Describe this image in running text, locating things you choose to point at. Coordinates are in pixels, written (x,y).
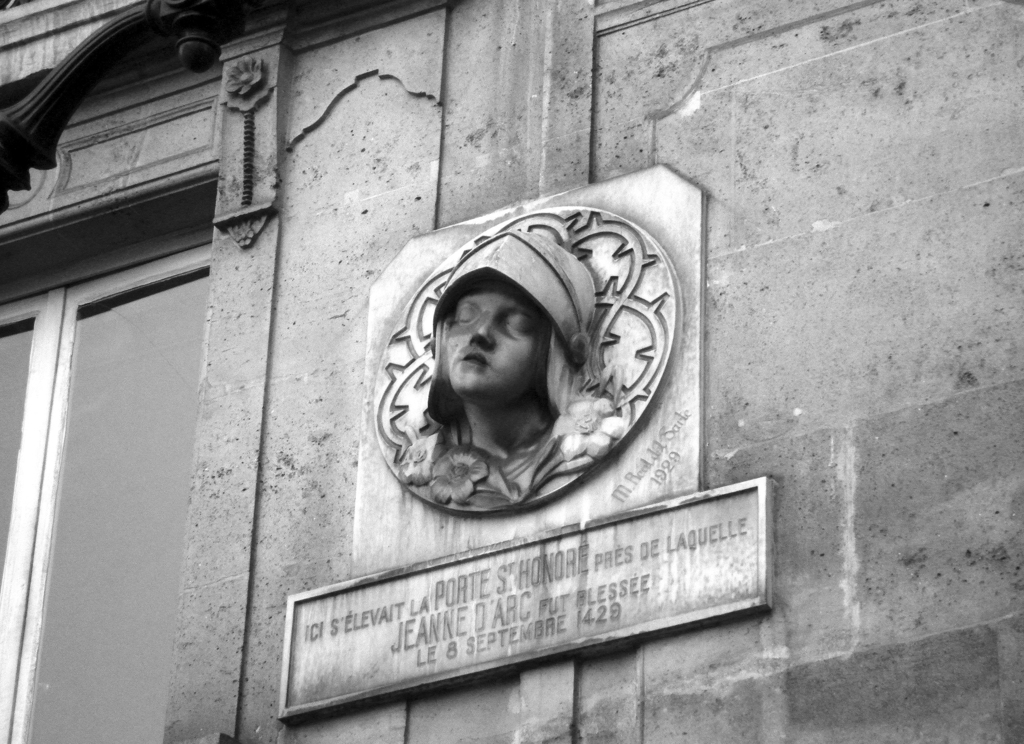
In this image there is a sculpture (469,242) of a person (485,314) is on the wall (255,285) having a window (65,400). A name board (454,627) is attached to the wall (849,495).
